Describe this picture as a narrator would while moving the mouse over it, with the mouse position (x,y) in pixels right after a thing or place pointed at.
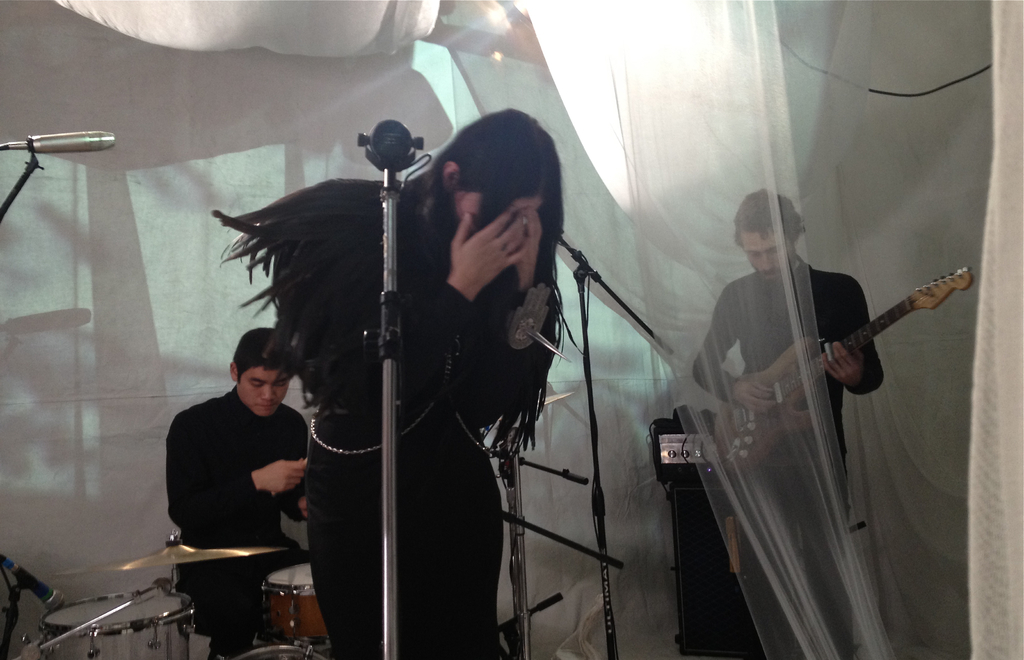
In this picture we can see a man (753,253) playing a guitar (791,401) and another man (271,434) playing drums (298,614). We can see a woman (473,337) standing in front of a mike (382,164). On the background (383,113) it is decorated with a white colour cloth (614,130).
